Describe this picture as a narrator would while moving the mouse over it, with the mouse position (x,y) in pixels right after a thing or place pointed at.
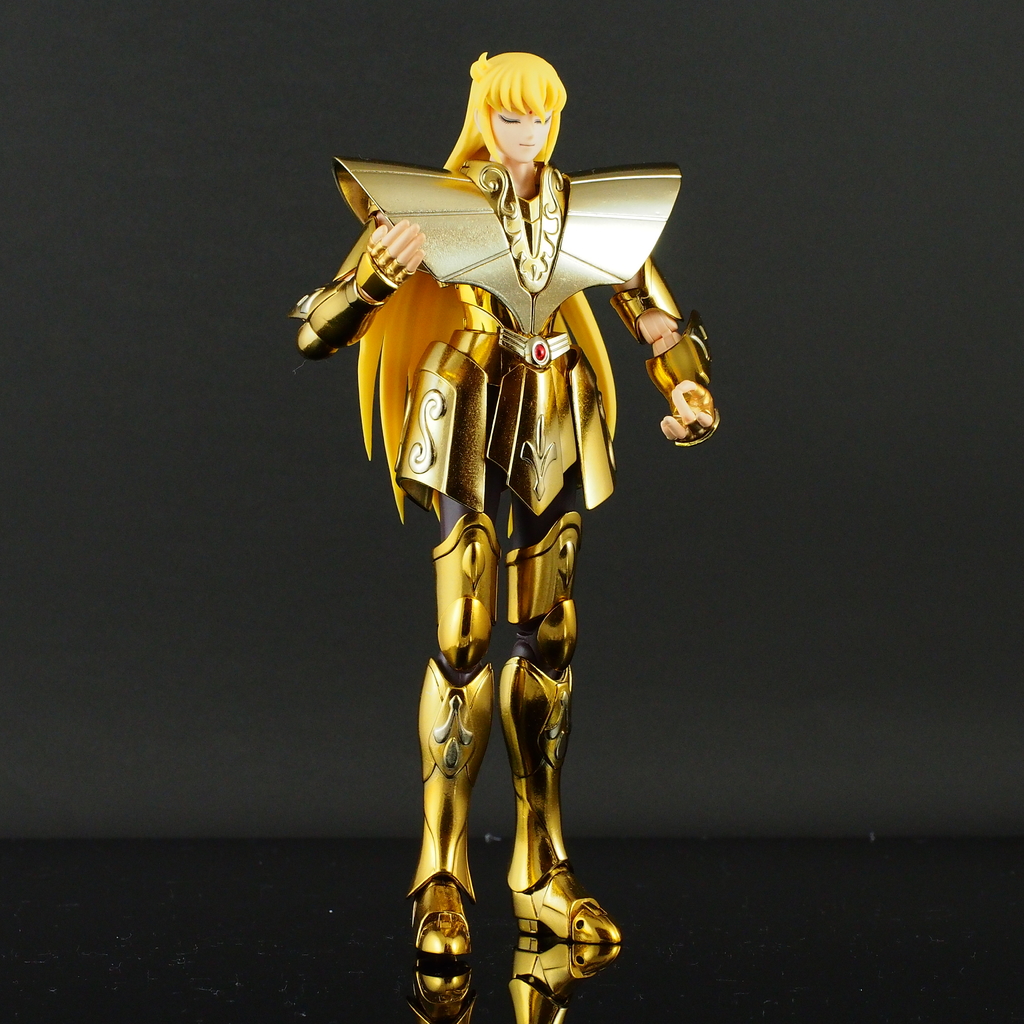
Here in this picture we can see a toy (502,274) with a costume (466,535) present over a place (36,926).
